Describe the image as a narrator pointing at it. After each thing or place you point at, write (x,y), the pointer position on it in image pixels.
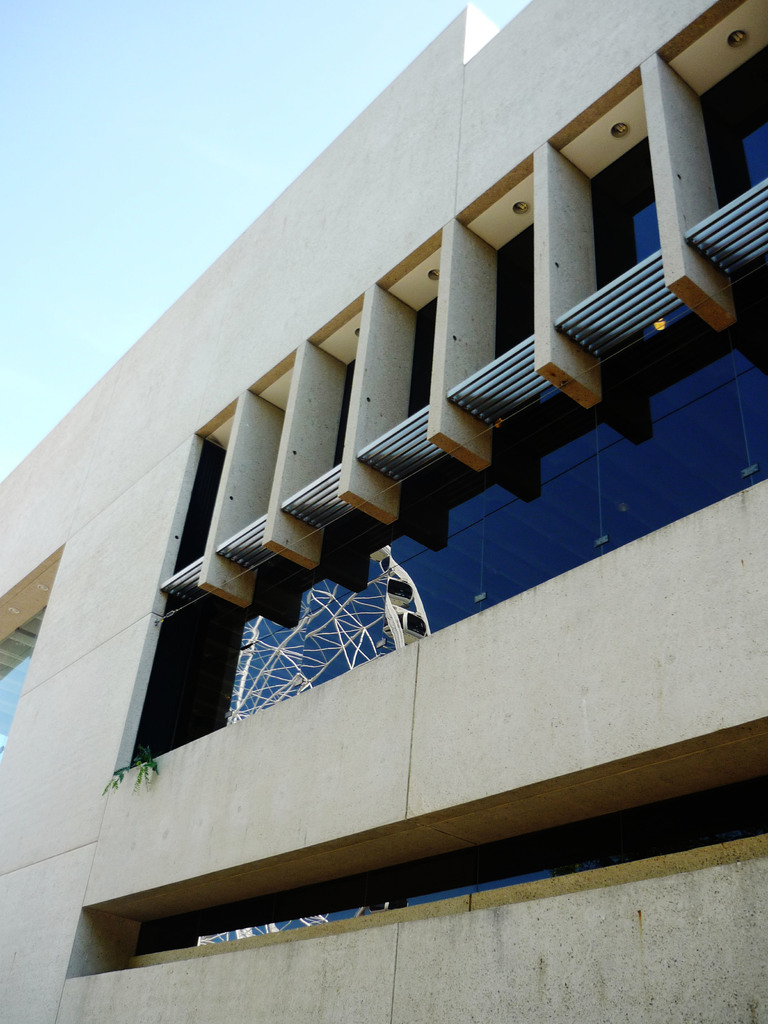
Here in this picture we can see a building (51,541) present and we can see the glass windows (324,632) present on it over there and on that we can see reflection (401,597) of a Ferris wheel (232,714) present over there.
